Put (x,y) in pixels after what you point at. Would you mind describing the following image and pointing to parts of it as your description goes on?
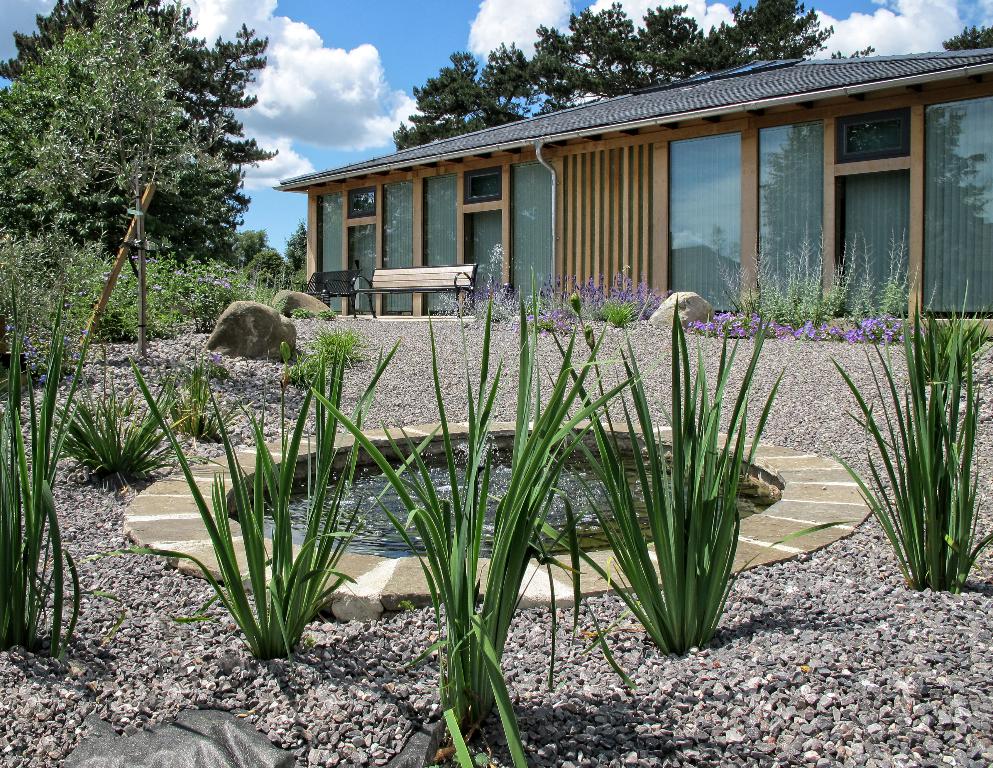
In this picture I can see a house (595,171), few plants (292,470) and rocks (542,348) on the ground (339,425) and I can see a bench (400,291) and few trees (402,143) and I can see water pond (558,503) and a blue cloudy sky (337,87).
